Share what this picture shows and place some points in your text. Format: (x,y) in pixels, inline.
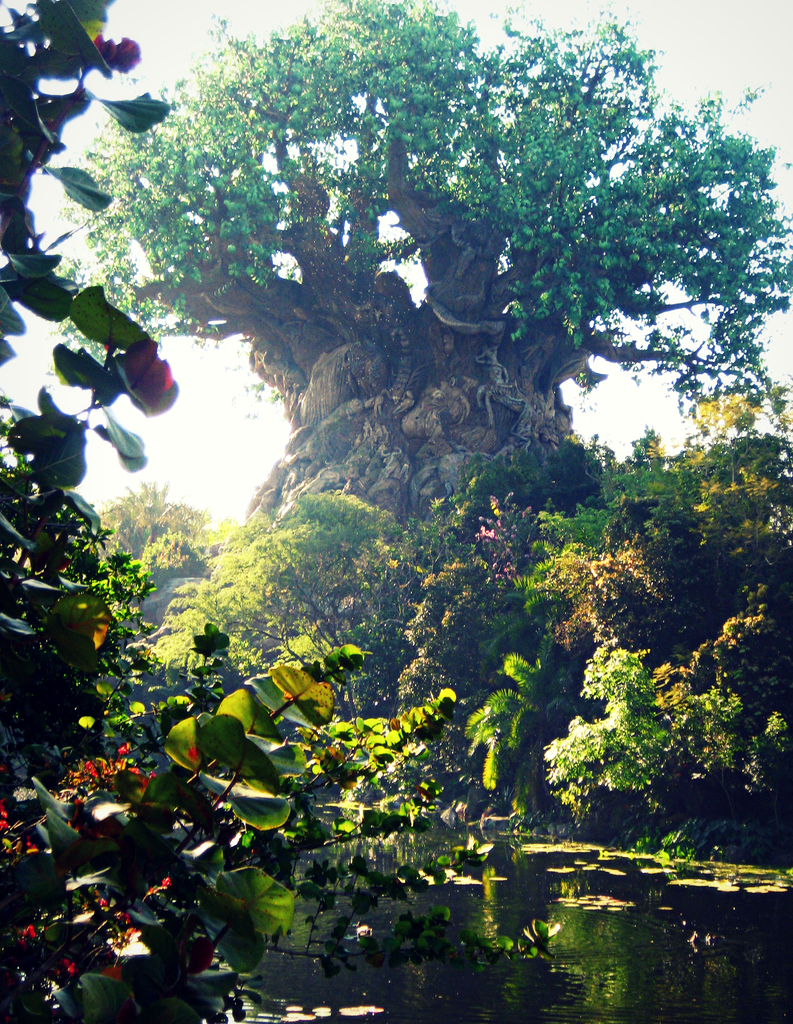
In this image we can see a group of trees (242,573) and plants (293,671). At the bottom (489,885) we can see water (569,920) and in the water (498,899), there are few leaves (596,869). At the top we can see the sky (505,51).
